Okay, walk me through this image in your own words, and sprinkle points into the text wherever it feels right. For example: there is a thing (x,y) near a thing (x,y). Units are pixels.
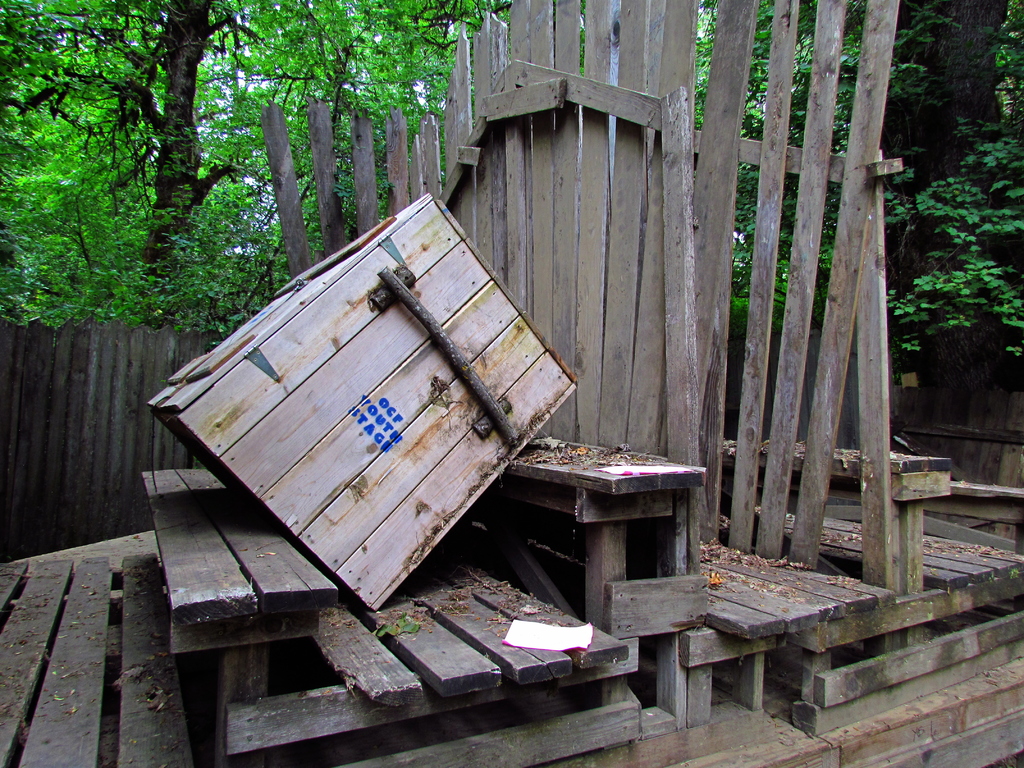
In this picture we can see papers (625,466), wooden objects (566,609), wooden fence (944,431) and in the background (108,157) we can see trees (441,80).
